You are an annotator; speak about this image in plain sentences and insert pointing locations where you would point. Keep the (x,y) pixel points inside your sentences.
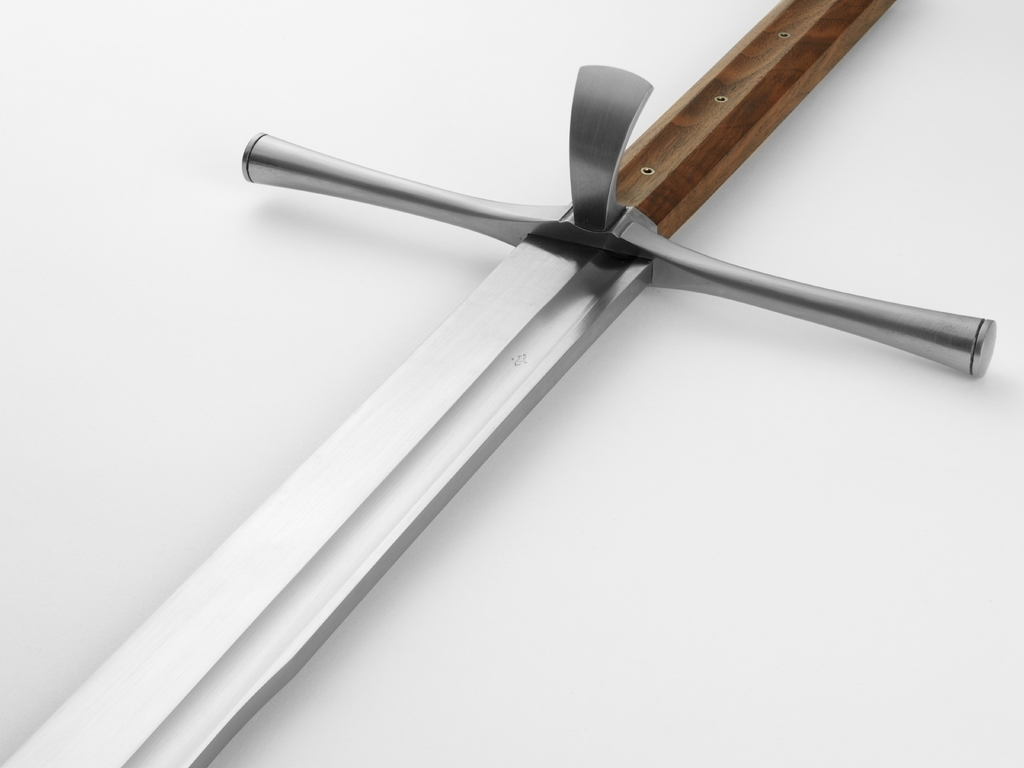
In this image I can see a weapon (762,60) in brown and silver color. Background (817,447) is in white color.
